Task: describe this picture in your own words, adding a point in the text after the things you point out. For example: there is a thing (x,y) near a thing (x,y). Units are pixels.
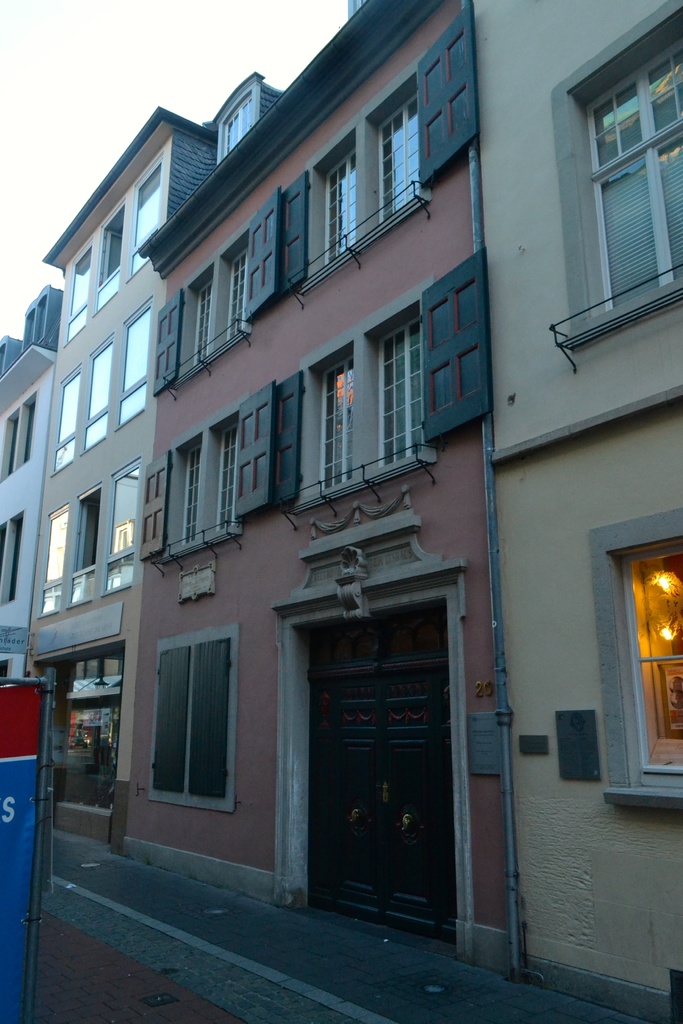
In this image we can see some buildings (355,509) with glass windows (133,403), doors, lights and other objects (661,678). On the left side of the image (8,692) there is an object (38,855). At the bottom of the image (326,993) there is a road (175,966) and a walkway (366,956). At the top of the image (222,93) there is the sky (282,54).
